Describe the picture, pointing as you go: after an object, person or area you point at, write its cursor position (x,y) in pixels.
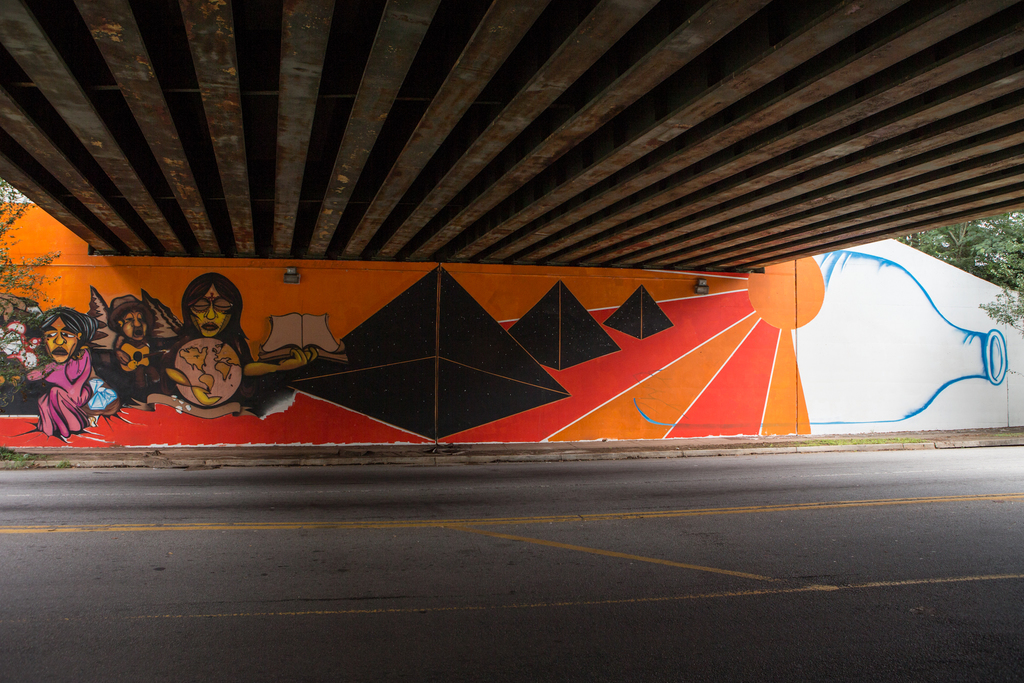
In this image, we can see a bridge (78,210) and there are trees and we can see paintings (307,330) on the wall (445,353). At the bottom (275,556), there is a road (324,562).
